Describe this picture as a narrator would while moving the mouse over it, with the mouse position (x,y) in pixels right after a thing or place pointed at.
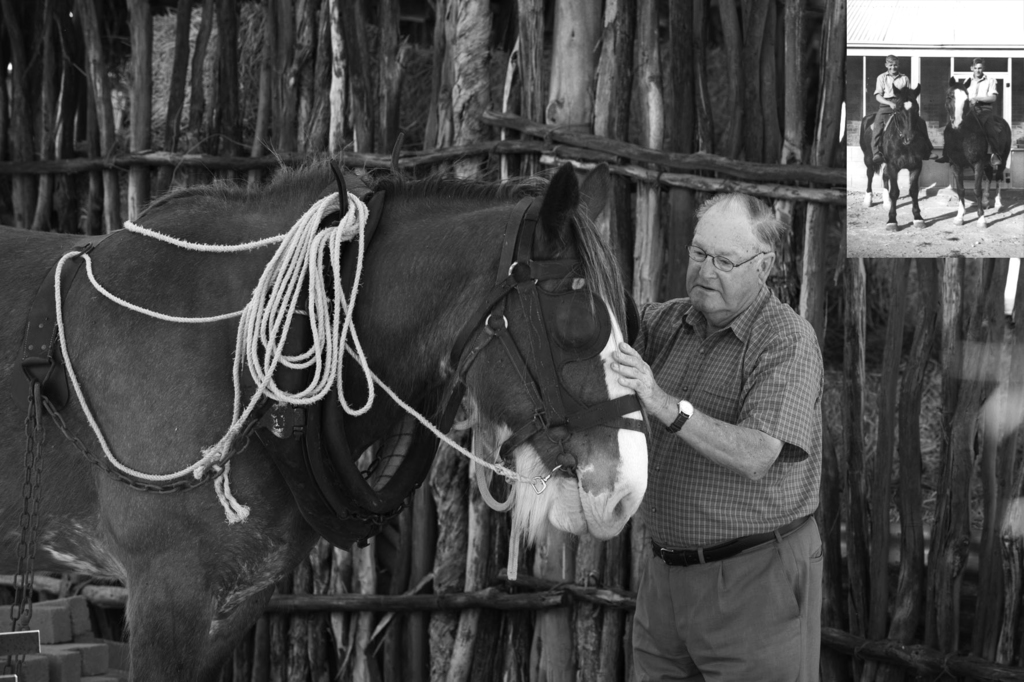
In this image i can see a person (762,358) holding a horse (507,360) i can see some ropes (322,211) on a horse (381,320) and on the top right corner (889,18) i can see image (860,45) with 2 persons (982,108) sitting on 2 horses (907,154). In the background (263,23) i can see a fence (579,141) made of wooden trunks (505,124).
